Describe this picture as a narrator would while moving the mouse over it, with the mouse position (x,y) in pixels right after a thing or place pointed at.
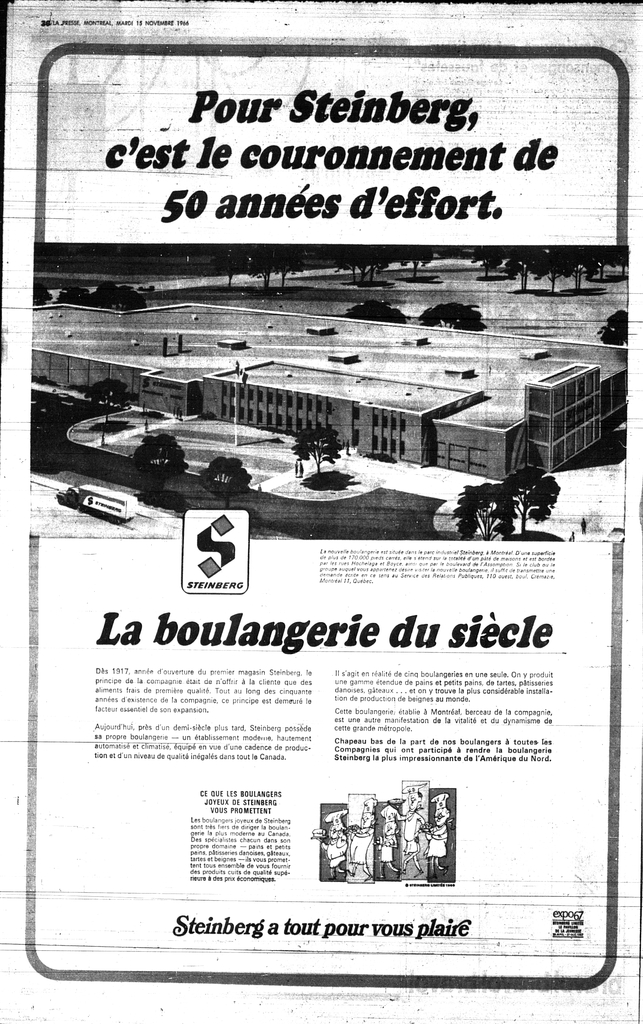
In this image, we can see a poster (393,326). In the middle of the image (307,476), we can see a picture (319,402). In that picture (414,433), we can see a building (449,435), pole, trees (166,440), road (152,517) and vehicle (130,503). At the top (306,167) and bottom of the image (236,812), we can see some information (352,753), logo (191,555) and figures (380,865).
